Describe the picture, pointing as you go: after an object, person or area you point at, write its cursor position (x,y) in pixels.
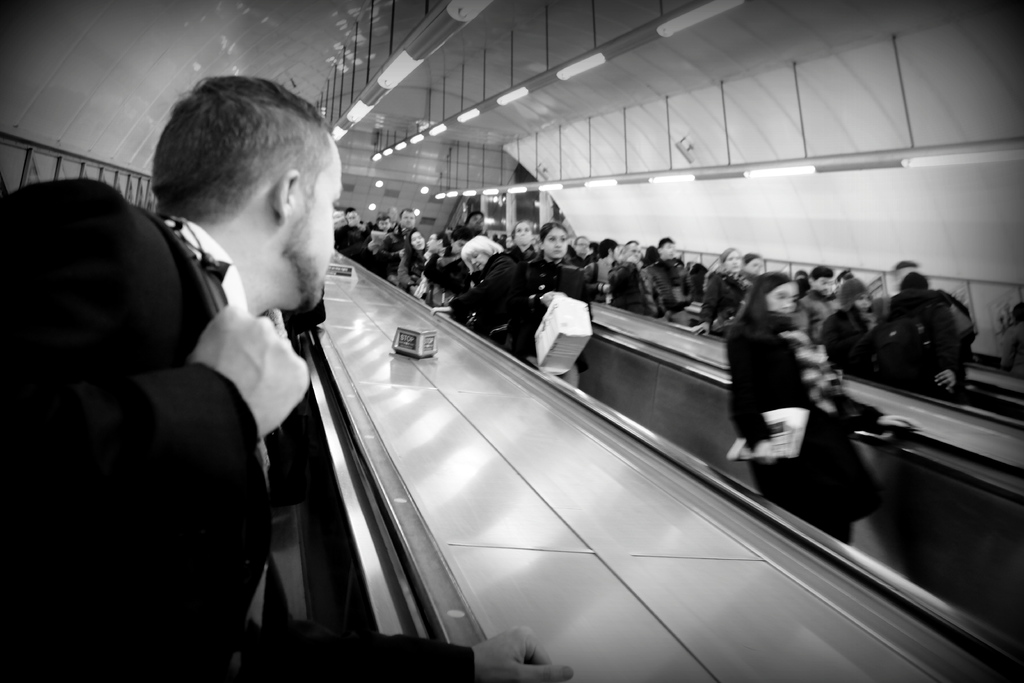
In this image we can see many people (510,321) and few people (740,391) holding some objects (773,428) in their hands (762,452). There are few objects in the image. There are many lights (949,163) in the image. A person (219,373) is wearing a backpack (178,336) at the left side of the image (231,374).
